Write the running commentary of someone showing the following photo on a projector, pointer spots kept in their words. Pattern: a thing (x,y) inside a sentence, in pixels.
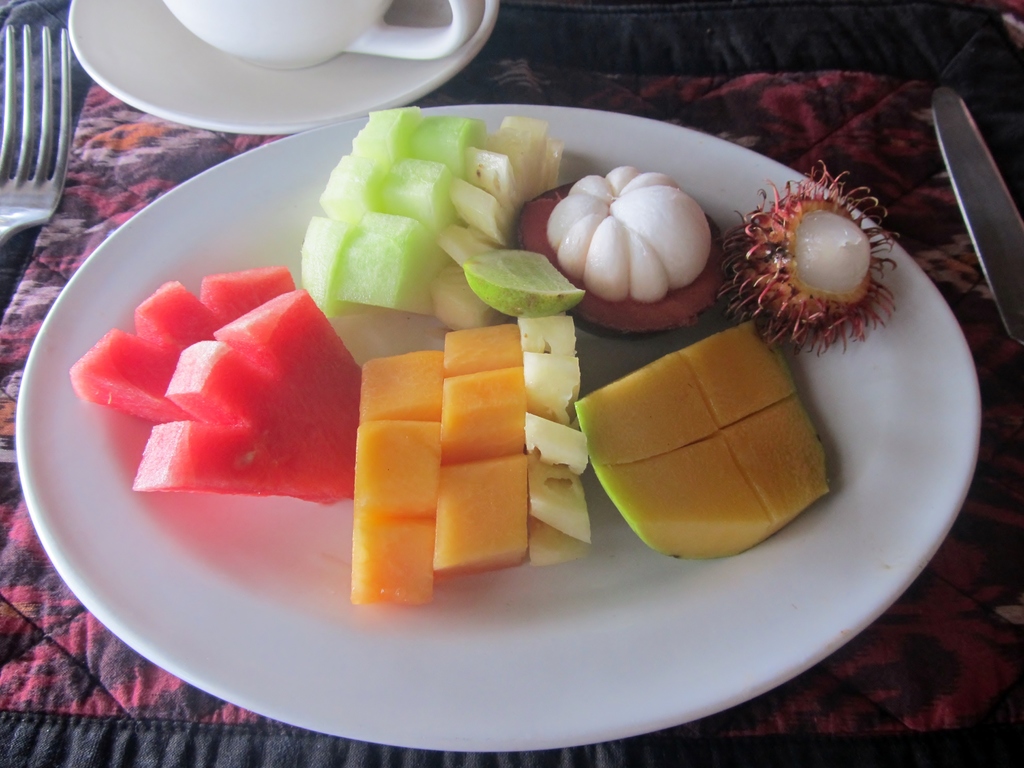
In this image we can see a plate (545,565) containing cut fruits (426,427), cup (368,41), saucer (220,97), fork (15,197) and a knife (988,188) placed on the cloth (83,673).
